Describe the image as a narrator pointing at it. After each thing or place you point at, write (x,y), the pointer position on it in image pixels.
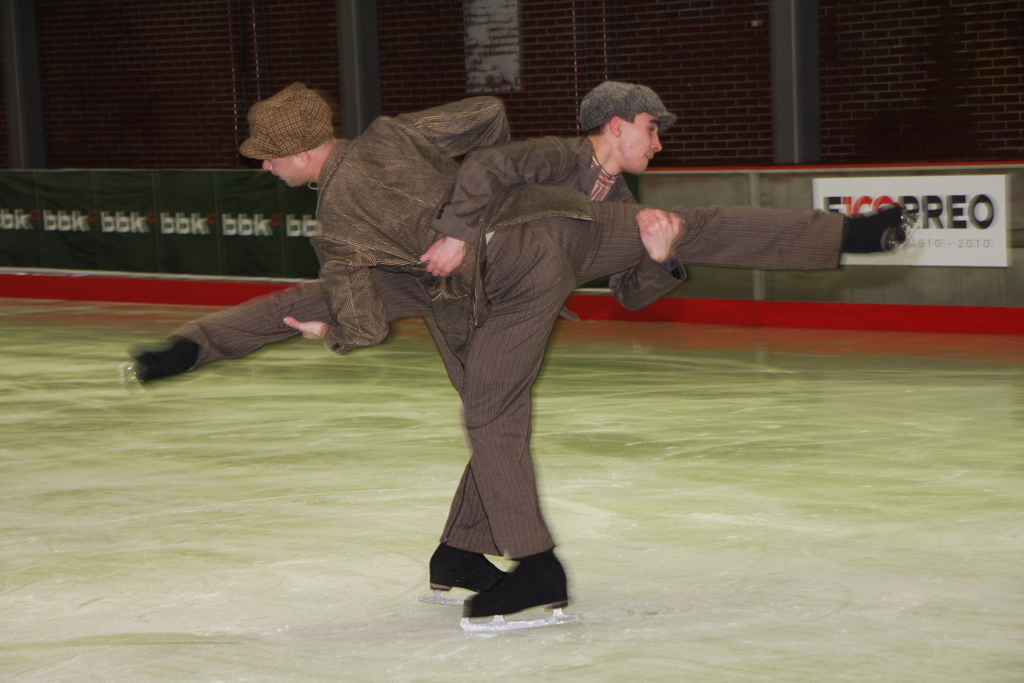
In the center of the image (537,293) we can see two people (542,216) holding each other and skating on the ice (619,613). In the background (830,207) there is a board (977,246) and a wall (133,121).
